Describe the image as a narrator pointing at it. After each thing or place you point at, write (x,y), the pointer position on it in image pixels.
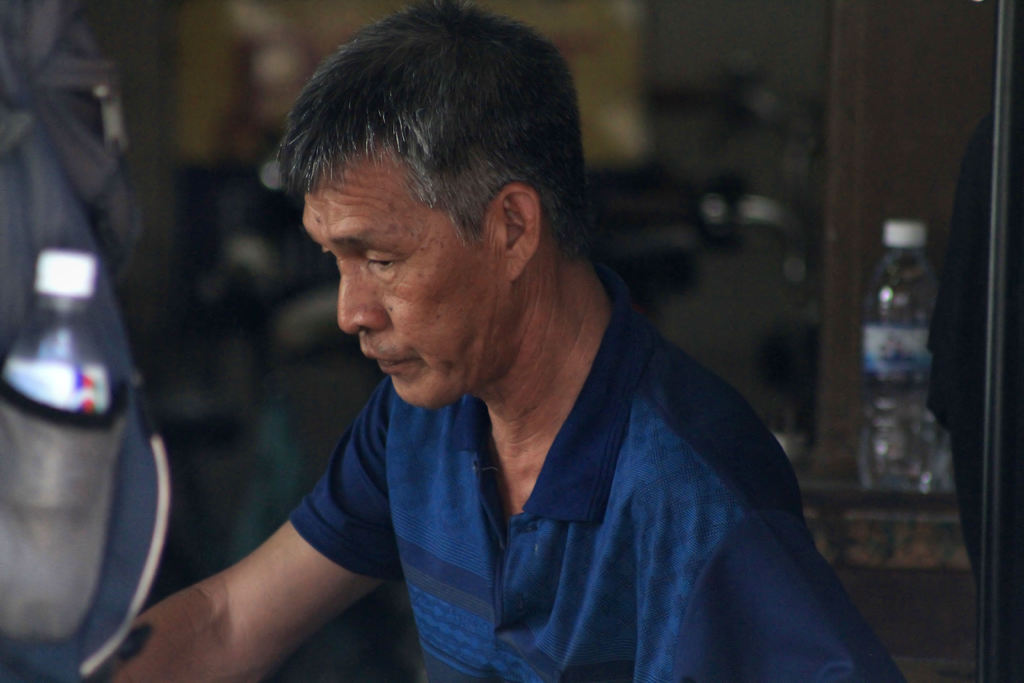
In this image we can see a man (416,584) wearing t-shirt (780,529) and there is an object (106,444) which looks like a bag (95,615) and in the background (898,334), we can see a water bottle (920,266) and the image is blurred.
